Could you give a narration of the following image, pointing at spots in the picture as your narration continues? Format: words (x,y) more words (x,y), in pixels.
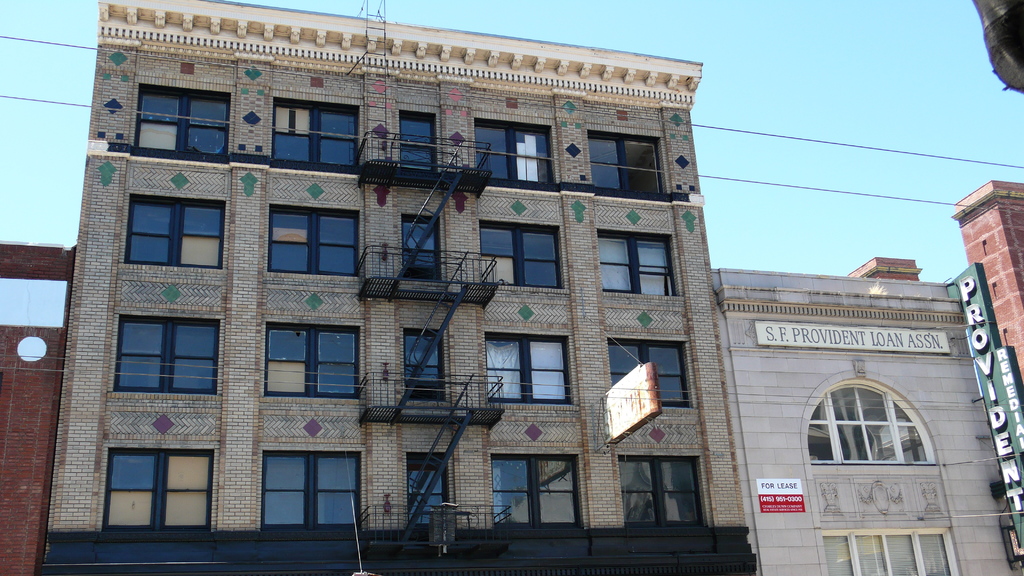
In this image we can see some buildings (519,435) and there are some boards (993,419) attached to the buildings (562,201) with some text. At the top (545,34) we can see the sky (712,30).
